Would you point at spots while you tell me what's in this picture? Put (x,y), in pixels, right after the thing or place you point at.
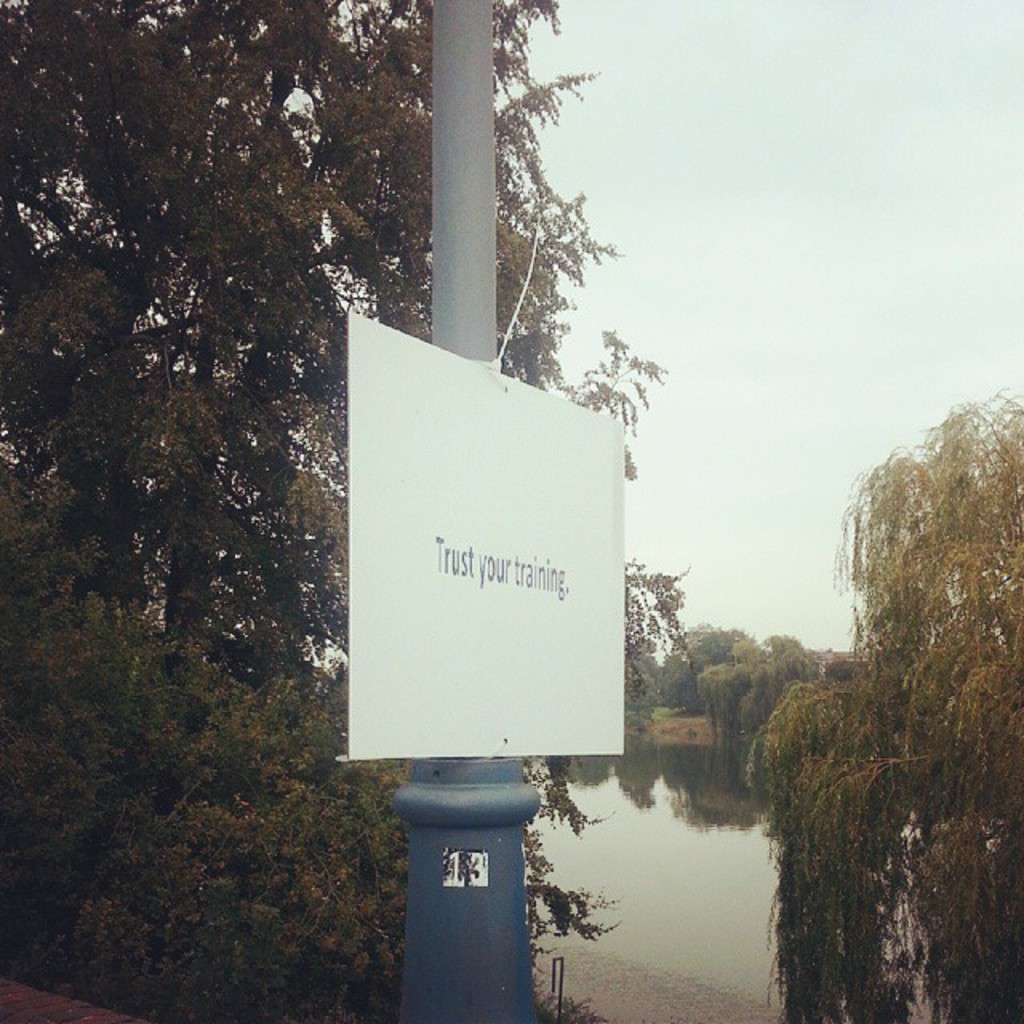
In this picture I can see there is a pole (463,60) and there is a board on the pole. In the backdrop (778,924) there is a lake (687,863), trees (736,632) and the sky (726,588) is clear.
